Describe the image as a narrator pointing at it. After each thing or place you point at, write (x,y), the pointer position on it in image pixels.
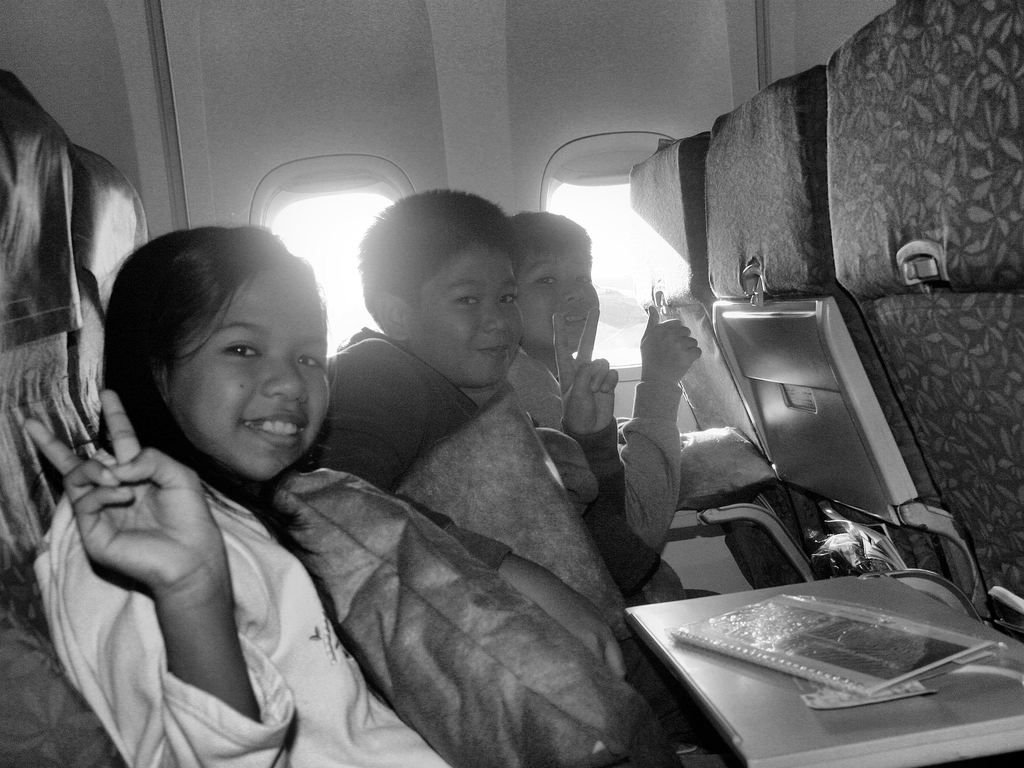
In the image three children (162,766) are sitting on a vehicle (860,190) and smiling.
